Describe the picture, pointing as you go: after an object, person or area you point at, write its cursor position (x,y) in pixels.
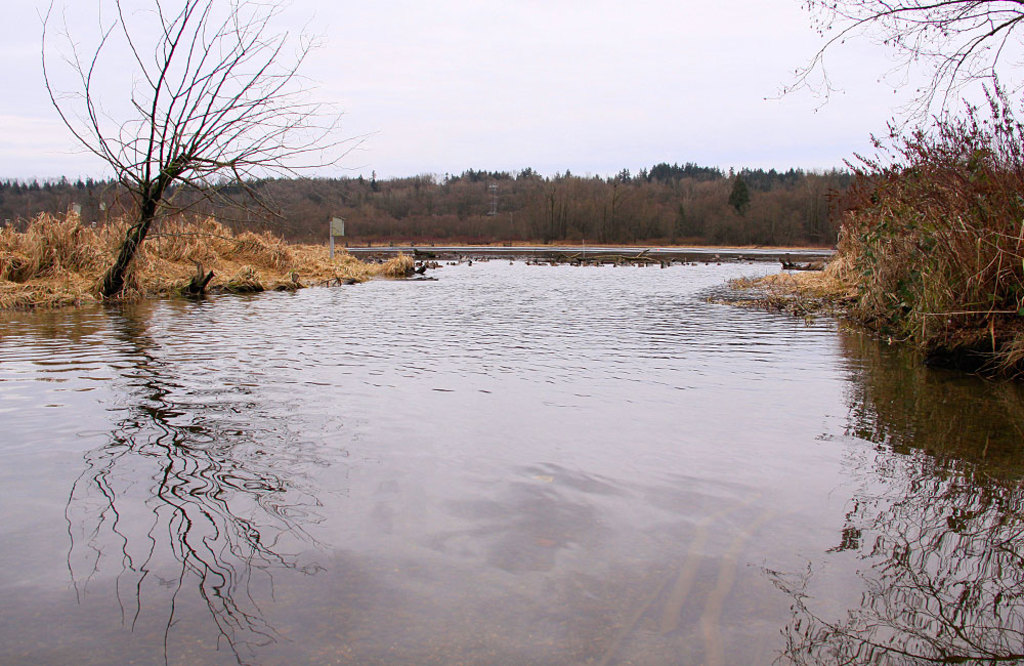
This is an outside view. At the bottom of the image (464,526) I can see a river (420,388). In the background (426,200) there are many trees (501,219). At the top (517,67) I can see the sky (560,59).
